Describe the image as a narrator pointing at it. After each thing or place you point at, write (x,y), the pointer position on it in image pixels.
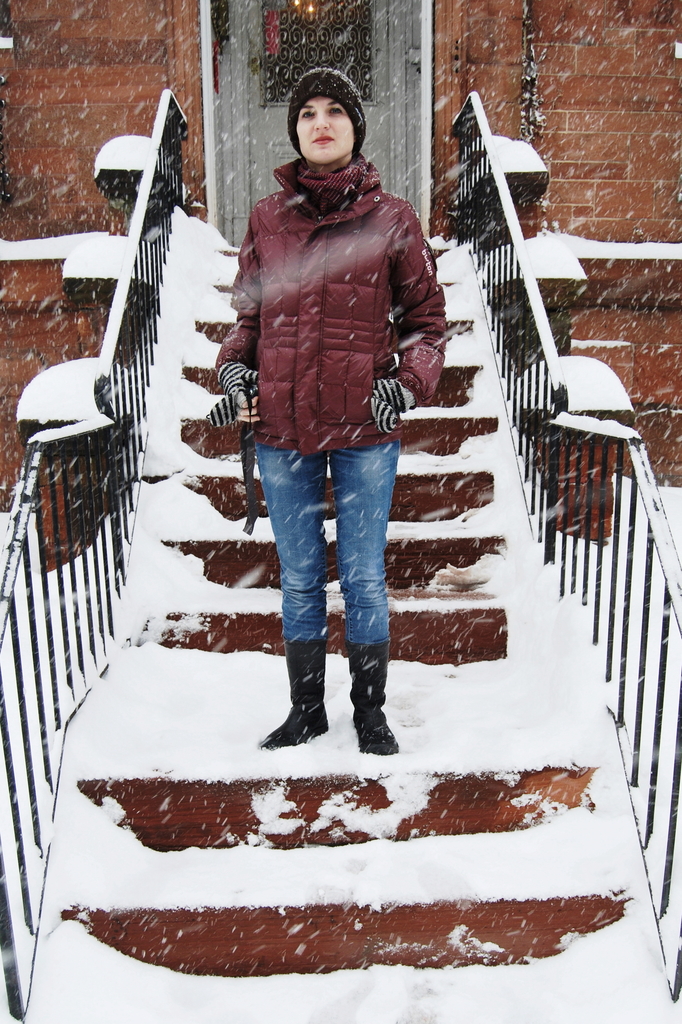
In the image we can see there is a woman (292,320) standing on the stairs (343,612), the stairs (454,631) are covered with snow (168,454) and she is wearing jacket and head cap (311,84). Behind there is a building (561,70) which is made up of red bricks (613,296).
